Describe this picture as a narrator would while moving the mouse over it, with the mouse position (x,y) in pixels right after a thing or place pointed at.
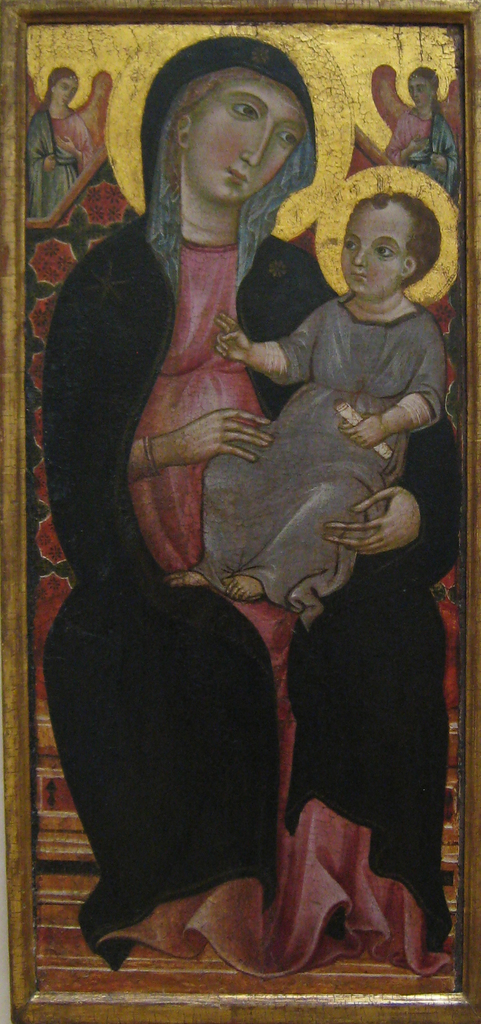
In this image, we can see an art (383,760) contains depiction of persons (158,254) and kid (331,365).
